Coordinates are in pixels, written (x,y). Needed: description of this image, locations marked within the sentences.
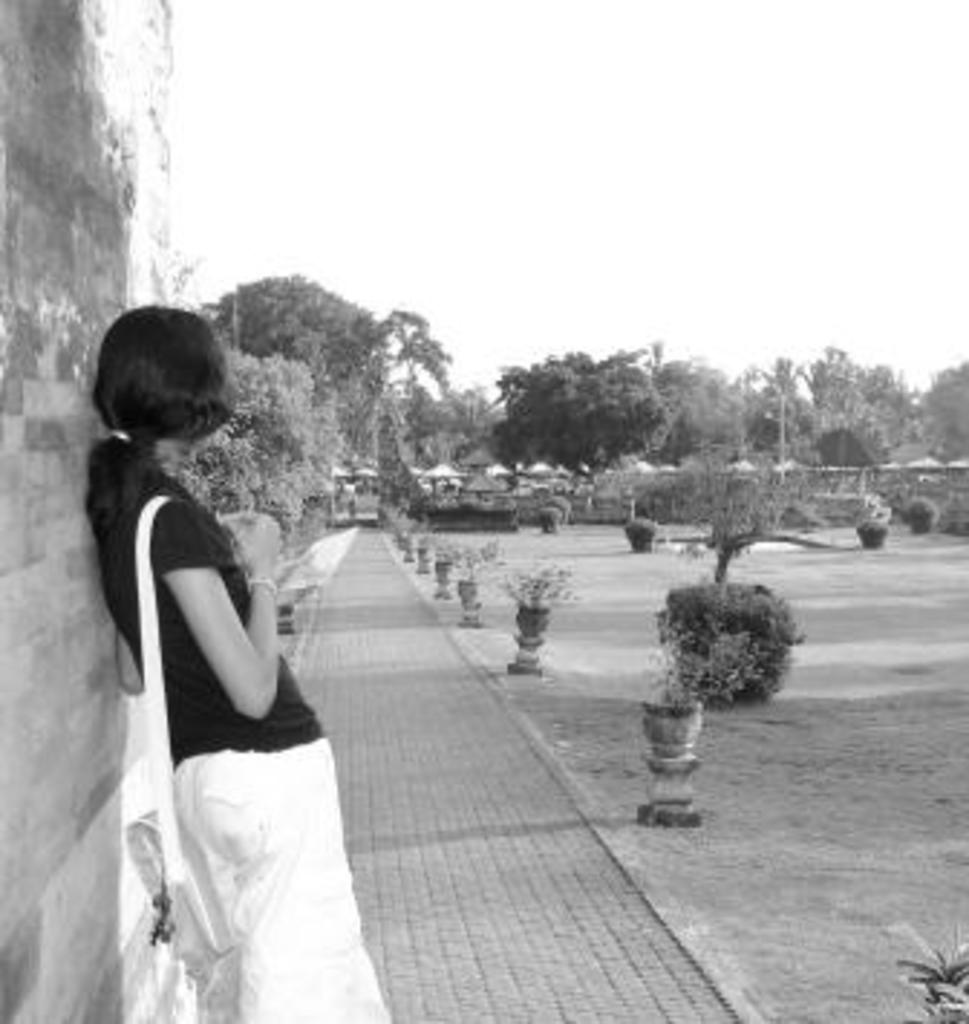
On the left side (223,672), there is a woman (221,653) standing on a footpath (446,982) and leaning on a wall (54,79). On the right side (917,971), there are plants (936,989) and grass (889,618). In the background (949,292), there are trees (628,377), shelters (341,481) and the sky (593,304).
